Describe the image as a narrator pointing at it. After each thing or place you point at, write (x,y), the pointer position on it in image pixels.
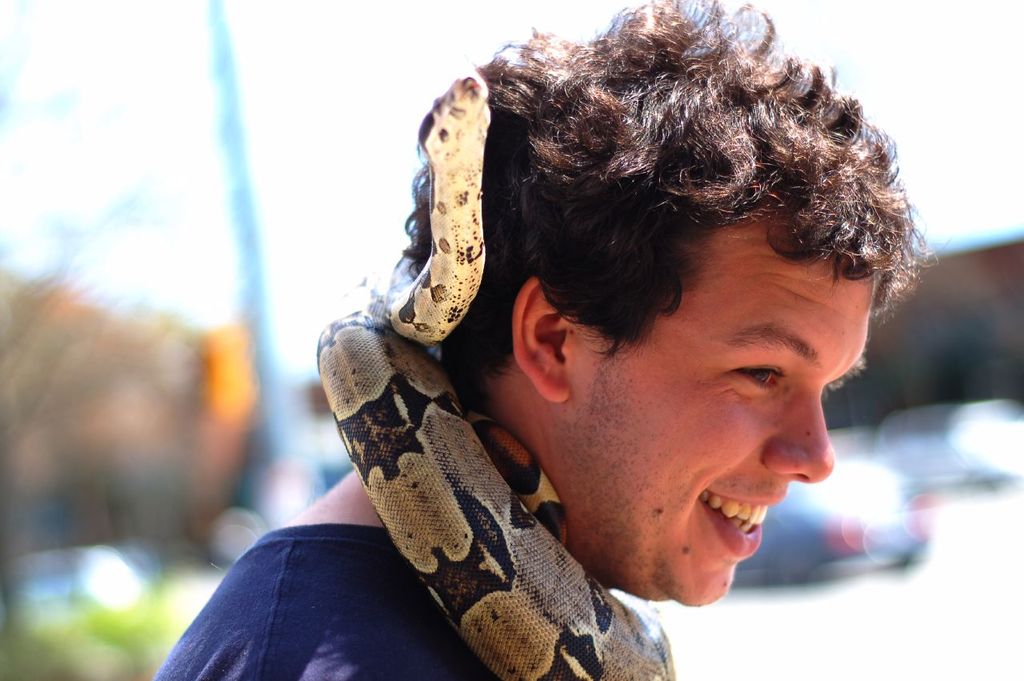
In this picture there is a man (697,302) and a snake (433,432) wrapped around his neck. There is a tree (95,400) and vehicles (913,464) at the background (914,556).
